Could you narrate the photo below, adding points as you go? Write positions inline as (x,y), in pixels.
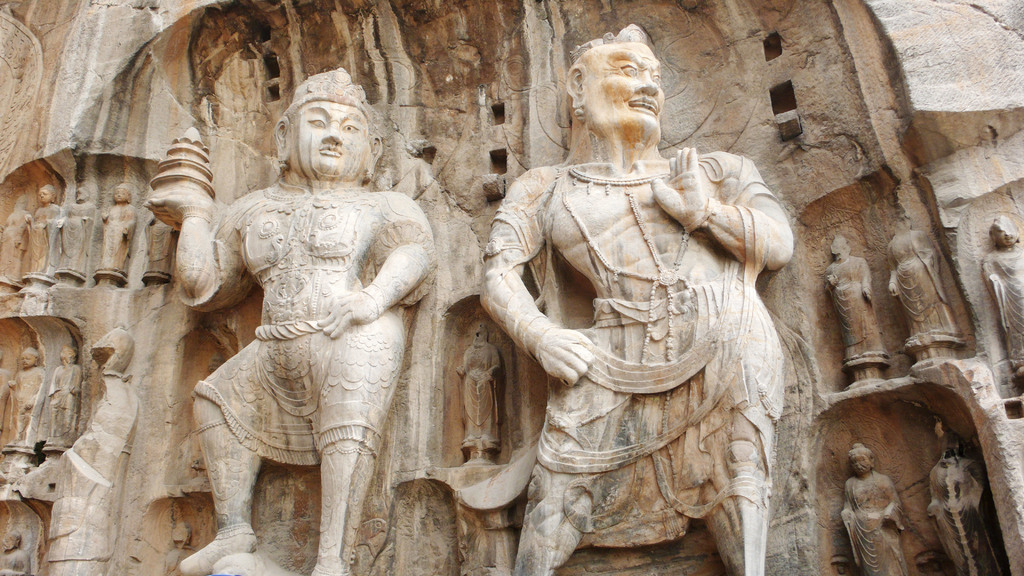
In this image, we can see stone carvings (531,271) throughout the image.
